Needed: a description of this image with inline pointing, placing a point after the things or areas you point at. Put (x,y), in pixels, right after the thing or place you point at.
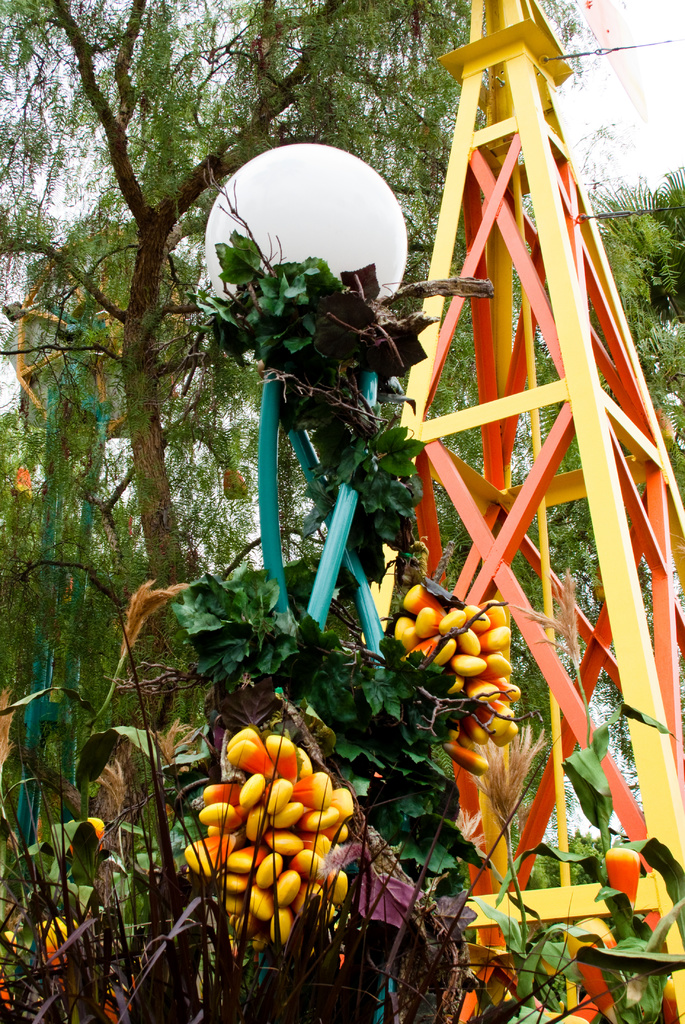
In this image there is a metal structure (511,436), in front of the metal structure (498,505) there is a plastic tree (288,645) with fruits (256,773) and lamp (313,256) on it, behind the metal structure (504,195) there is a tree (187,129).
